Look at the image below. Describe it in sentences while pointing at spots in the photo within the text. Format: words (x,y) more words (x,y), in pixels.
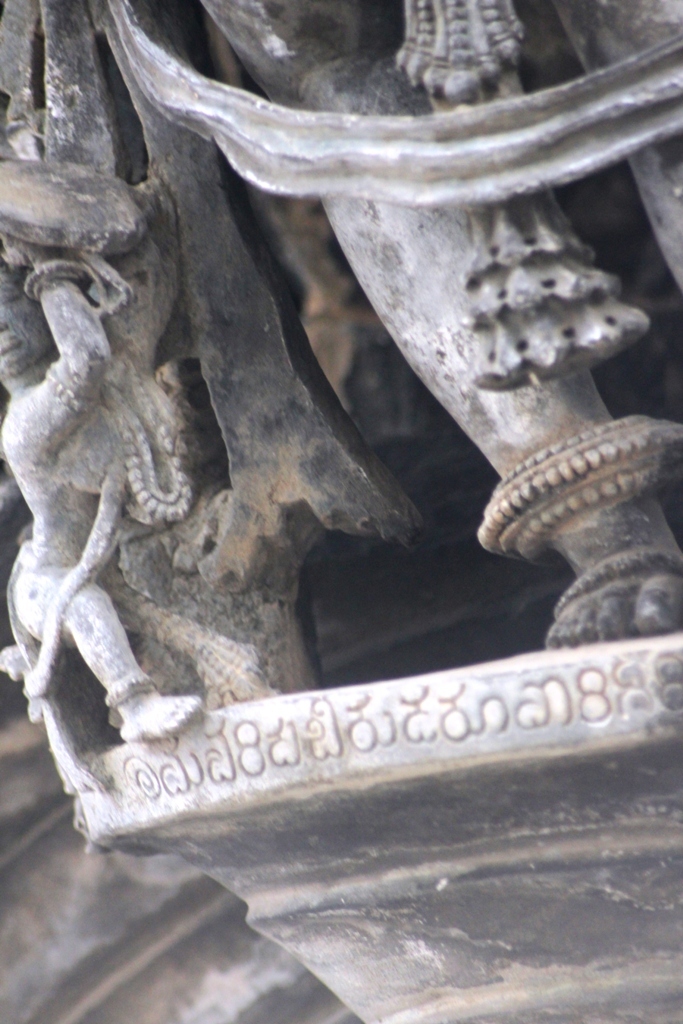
In this picture we can see few sculptures (278,325) and some text (422,704).
